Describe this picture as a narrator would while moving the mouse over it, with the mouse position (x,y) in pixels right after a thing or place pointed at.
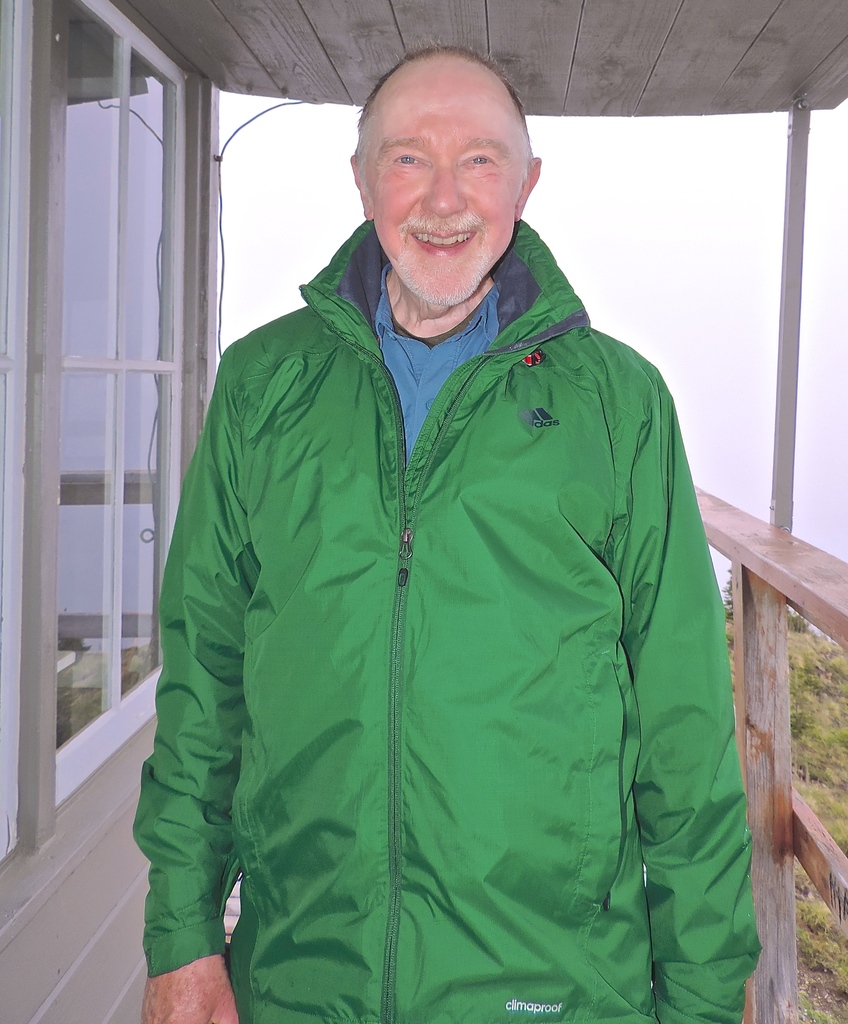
In this image there is a man (320,609) standing. He is wearing a jacket (426,512). He is smiling. Beside him there is a glass window (76,554) to the wall (42,937). To the right (749,807) there is a wooden railing (751,629). To the extreme right there is grass (830,722) on the ground (830,776). At the top (450,38) there is a wooden ceiling (514,14). In the background (670,230) there is the sky (285,216).
